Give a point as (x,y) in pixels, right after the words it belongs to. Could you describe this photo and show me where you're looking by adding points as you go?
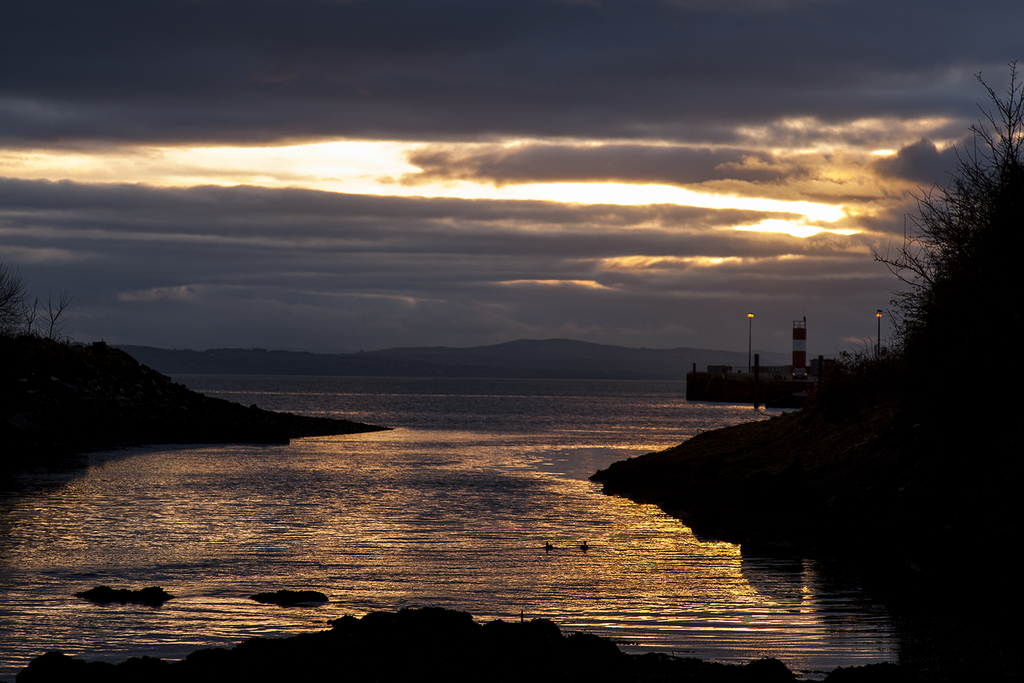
In this image we can see the mountains (306,368), some grass (46,363), some trees (839,382) on the surface (901,423), one lake (523,544), two lights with poles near to the building (798,357), some poles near to the lake (540,524), some objects (793,375) are on the surface (832,474), two birds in the water (461,463) and at the top (74,177) there is the sky (514,187).
